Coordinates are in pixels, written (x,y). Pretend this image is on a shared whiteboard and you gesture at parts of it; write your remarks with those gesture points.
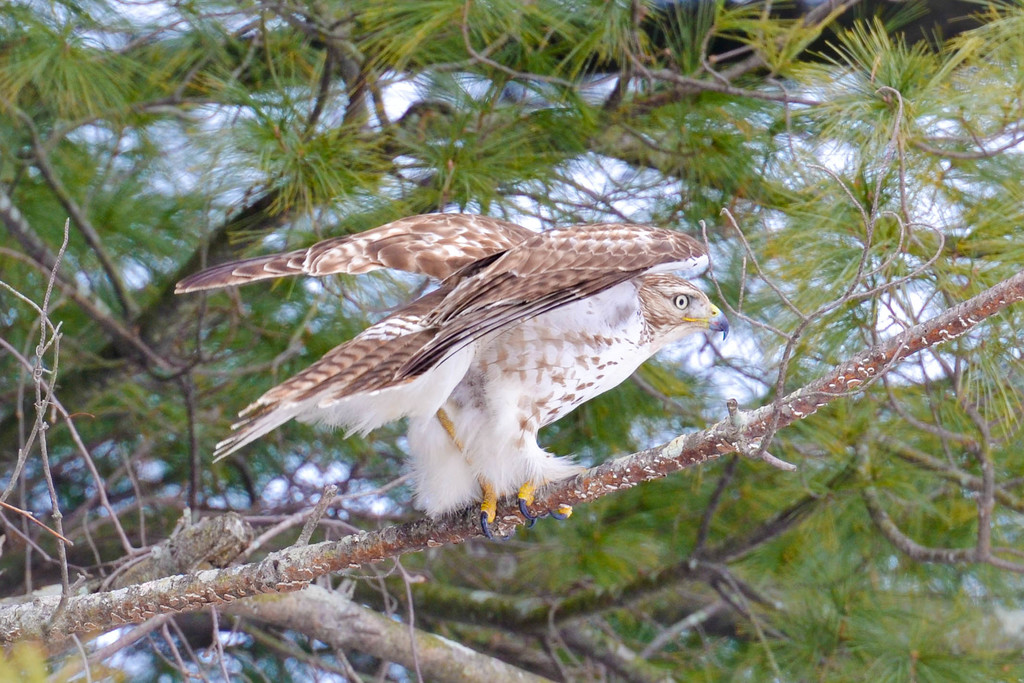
In this image we can see a bird (424,423), there are branches (431,650) of a tree (585,405), also we can see the sky (645,205).
